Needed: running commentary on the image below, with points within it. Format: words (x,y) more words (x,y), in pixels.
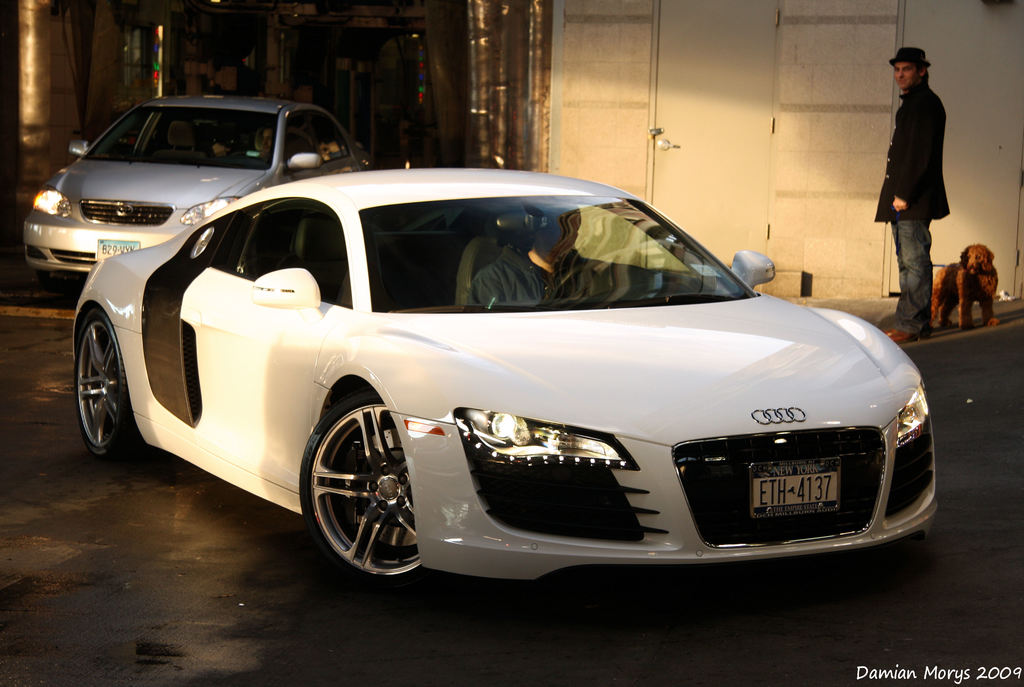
In this image there are two cars (311,151) visible, inside the cars (369,213) there are persons (265,148), on the right side (920,157) there is a person (914,95), dog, door (762,183), wall (637,110), in the bottom right (927,664) there is a text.
